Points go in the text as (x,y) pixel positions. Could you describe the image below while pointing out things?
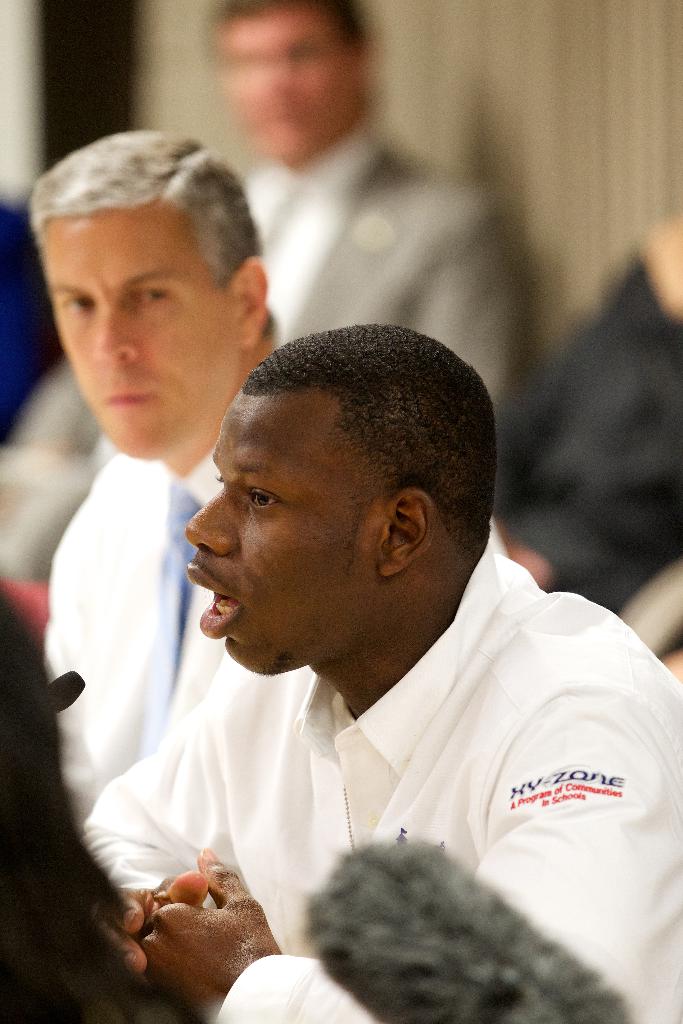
In the picture I can see a group of people (414,637) are sitting. The background of the image (505,496) is blurred.
